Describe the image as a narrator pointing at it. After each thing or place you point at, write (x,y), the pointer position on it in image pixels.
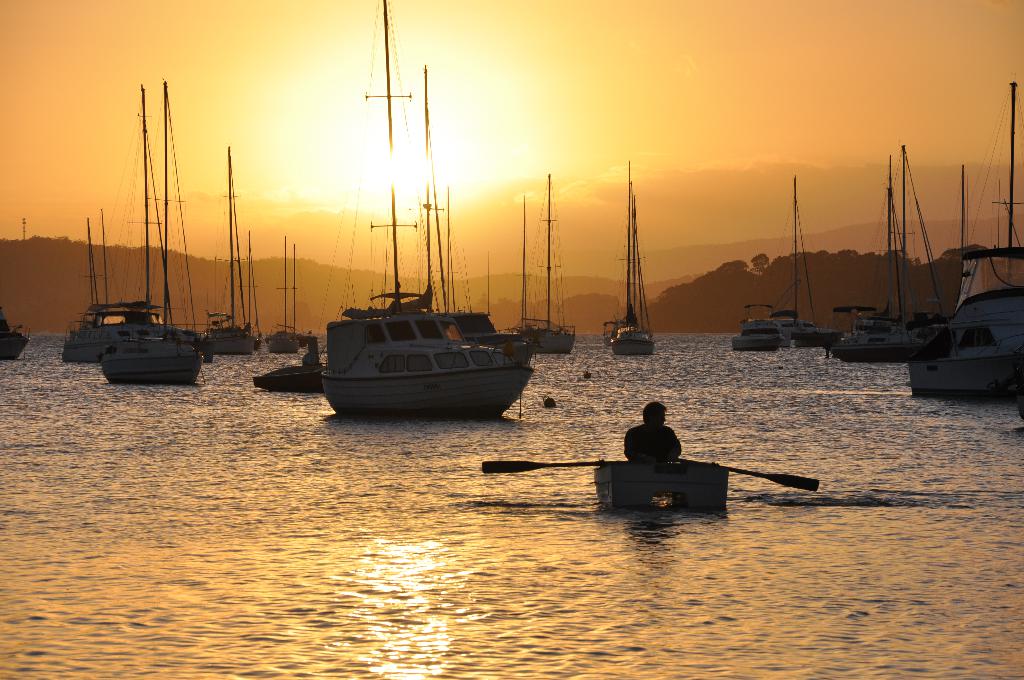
In this picture I can observe fleet (473,368) in the middle of the picture (514,371). I can observe river (391,576) in the middle of the picture (675,429). In the background (162,295) there are hills (243,276) and sky (560,138).
